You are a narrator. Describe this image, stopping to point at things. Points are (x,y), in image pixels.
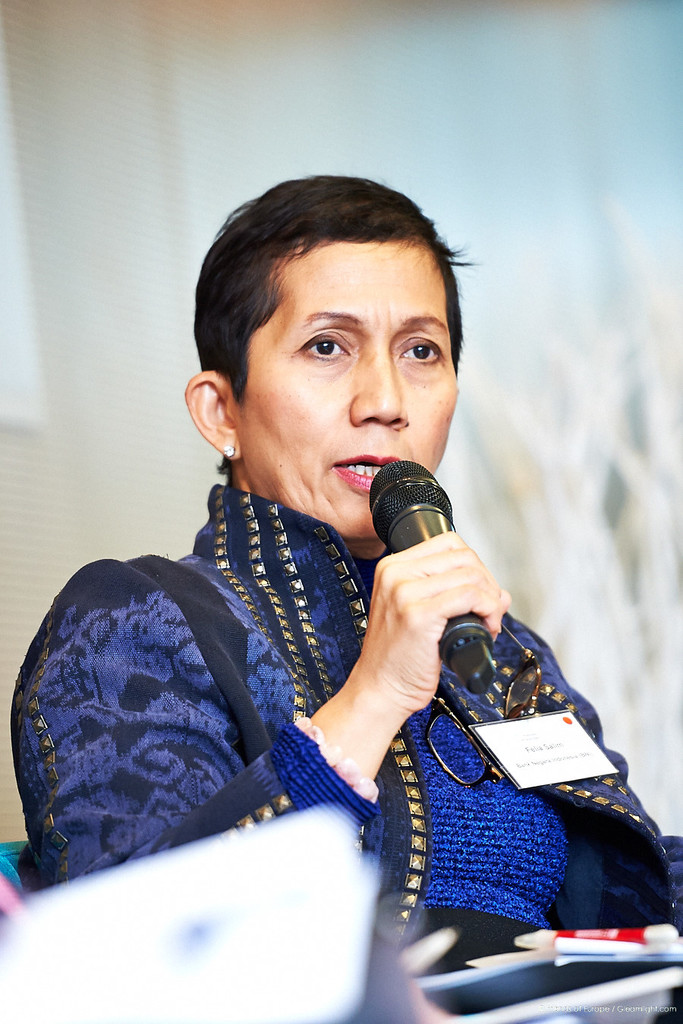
This is the picture of a woman (455,782) sitting on a chair (11,851) holding a microphone (408,508). Background of the woman (247,665) is a wall (76,121).
